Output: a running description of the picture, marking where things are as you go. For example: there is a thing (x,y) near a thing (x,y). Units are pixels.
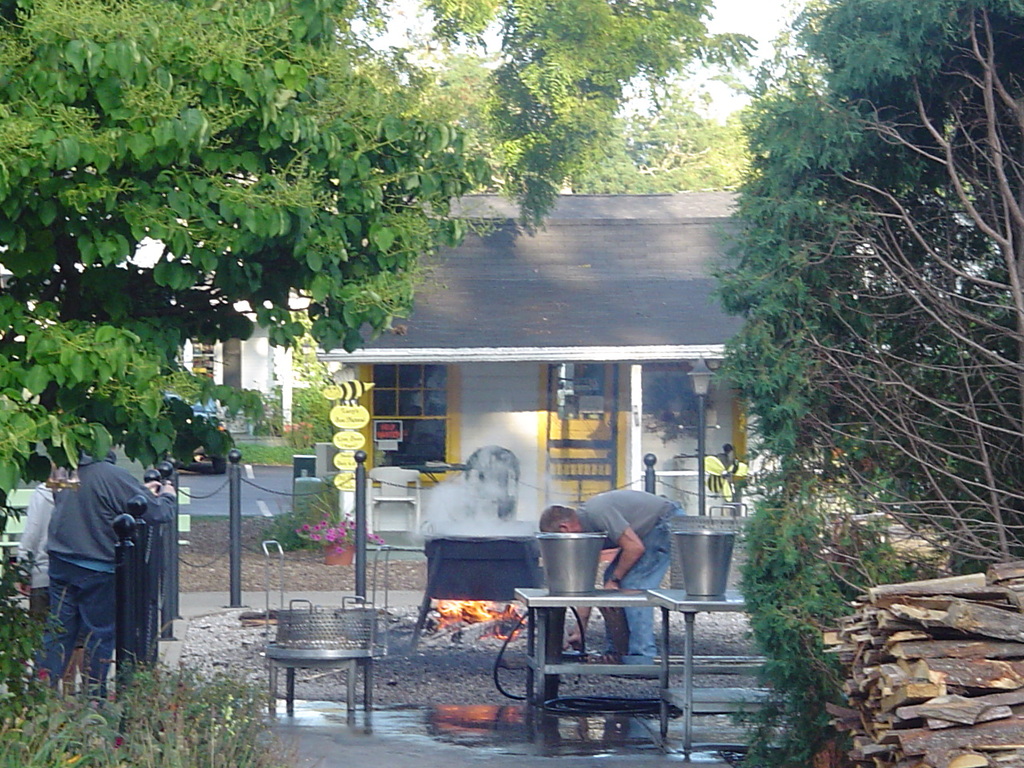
As we can see in the image there are few people (85,547) here and there, fence (168,564), plants (215,680), trees (92,57), house (725,257), flowers (348,523), tables (537,592), wooden sticks (926,651) and buckets (575,583).
